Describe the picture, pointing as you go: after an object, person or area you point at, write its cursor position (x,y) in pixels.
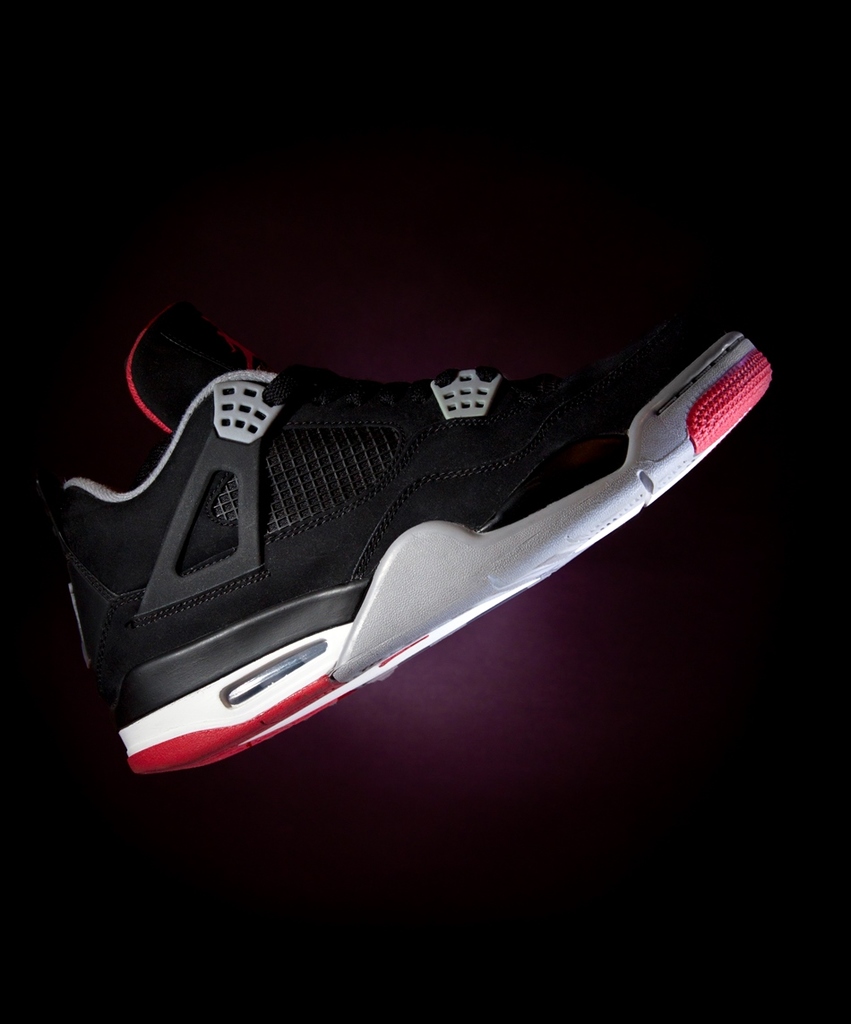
In this image we can see a shoe (456,398).
